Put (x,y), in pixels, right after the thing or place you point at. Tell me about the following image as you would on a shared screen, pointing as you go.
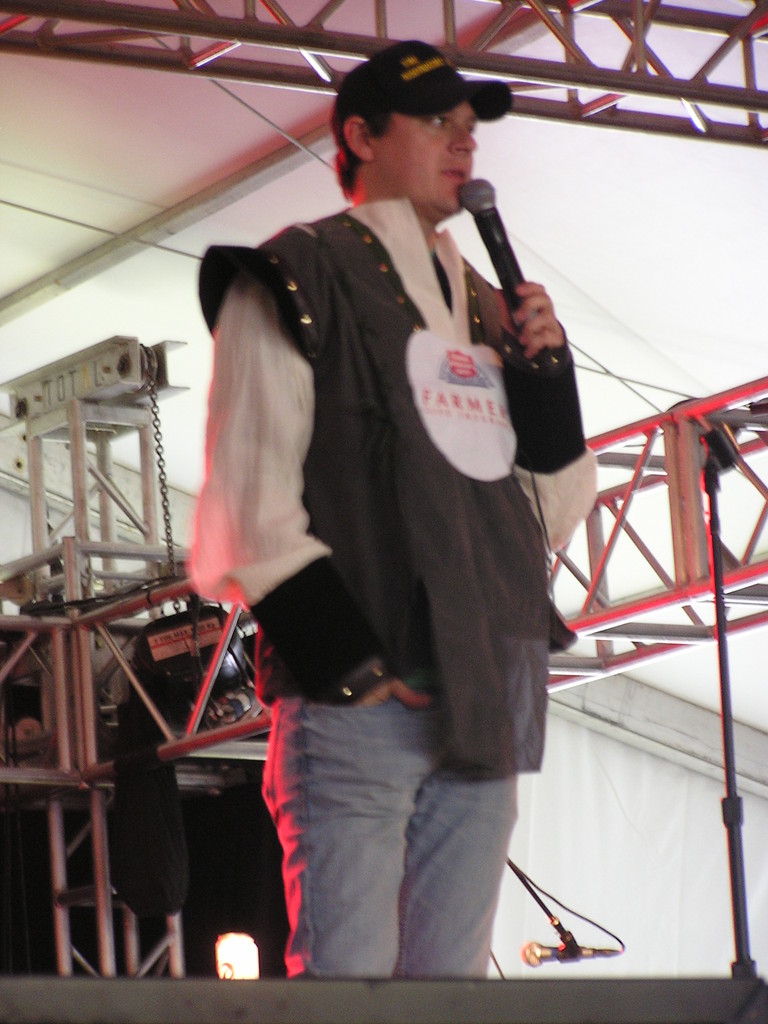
This is the man (397,736) standing and holding mike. He wore a cap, shirt (269,444) and trouser (350,829). He is talking on the mike (487,246). At background (187,636) I can see some objects (71,597) which are of iron (82,893). This is the mike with the mike stand (520,875).
